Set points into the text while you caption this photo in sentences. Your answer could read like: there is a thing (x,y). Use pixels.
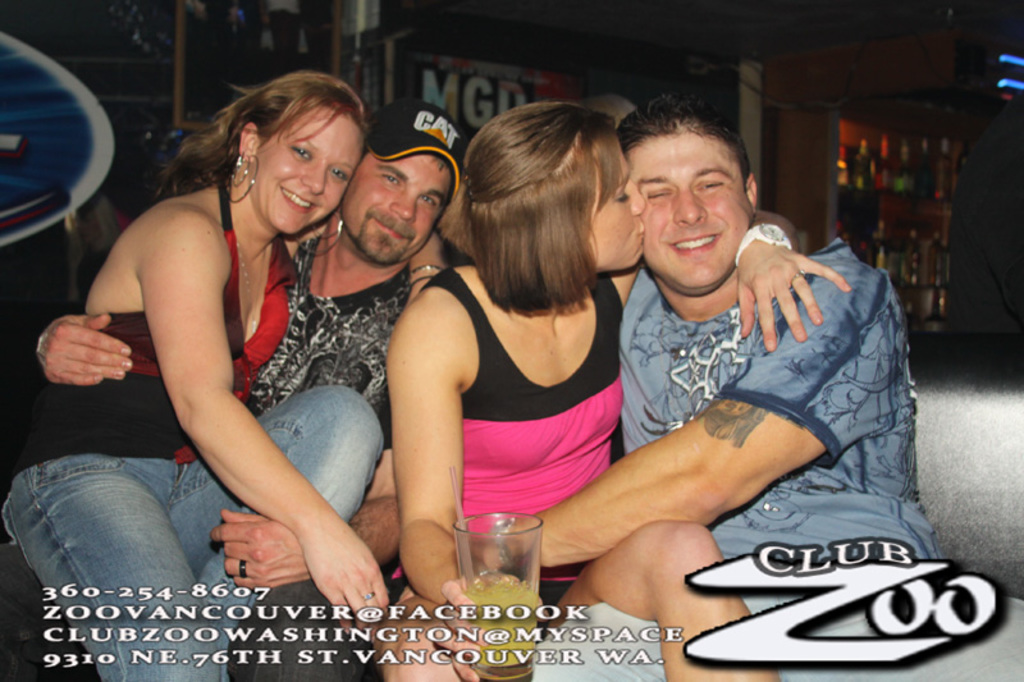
In the foreground (400,123) I can see four persons (579,124), glass (484,558), text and a logo (832,650). In the background (941,283) I can see boards (234,53), lights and liquor bottles (938,241) in a shelf (895,203). This image is taken may be during night.
